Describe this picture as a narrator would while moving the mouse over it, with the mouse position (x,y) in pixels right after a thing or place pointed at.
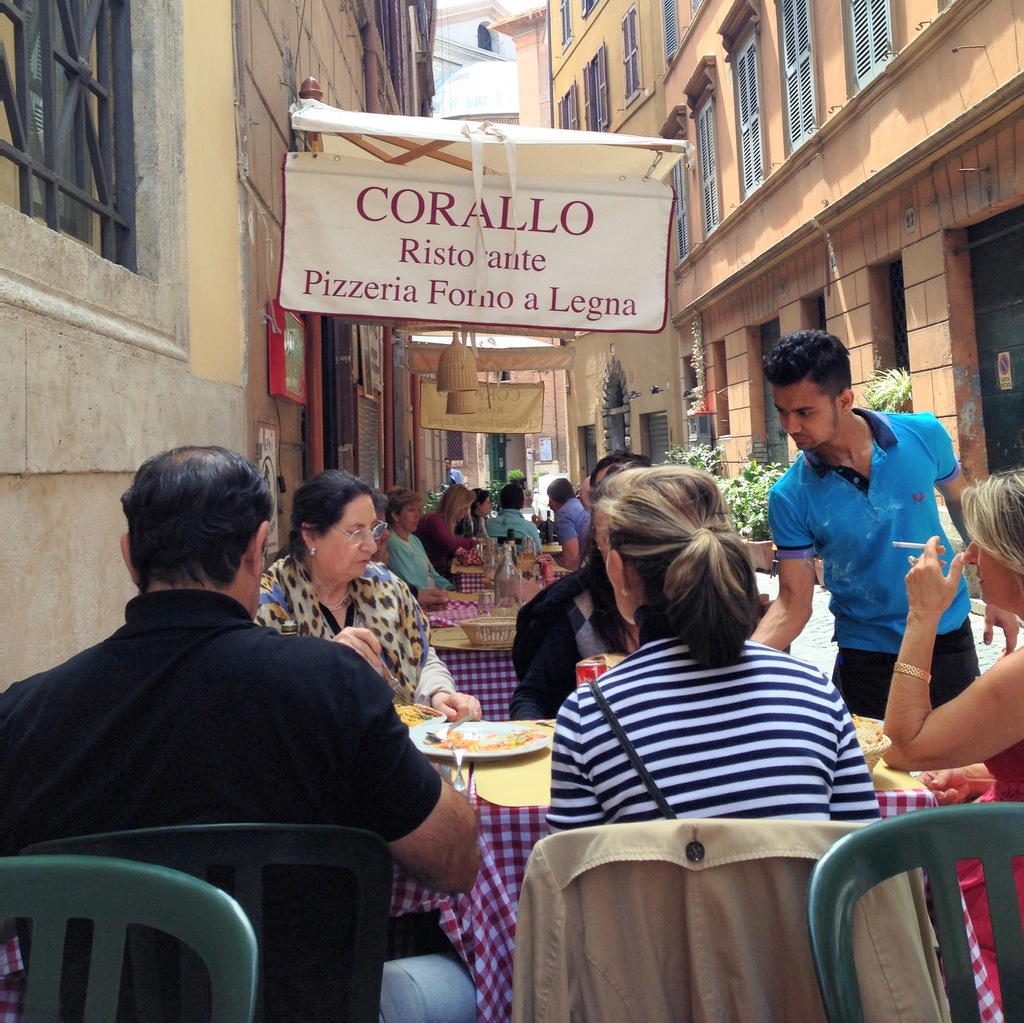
In this image I can see people (864,603) where one man (801,575) is standing and rest all are sitting on chairs (828,867). I can also see few tables (482,681) and a plate (468,729) on this table (504,799). In the background (728,396) I can see few plants (759,498) and few buildings (413,106).
